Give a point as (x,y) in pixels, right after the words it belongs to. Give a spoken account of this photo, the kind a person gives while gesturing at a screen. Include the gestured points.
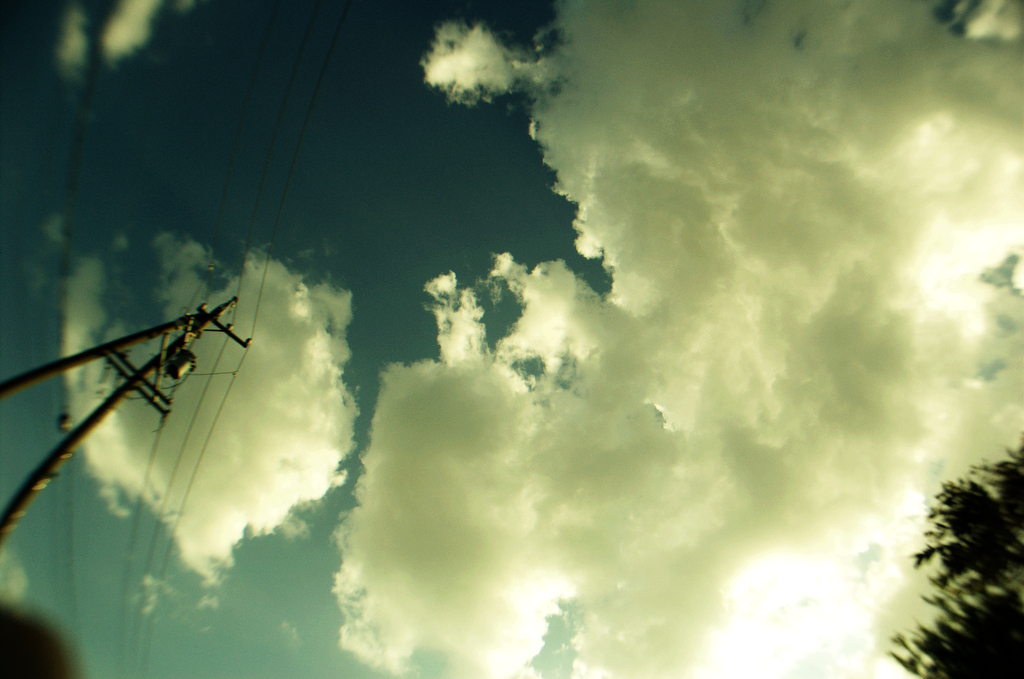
On the left side (189,358), there are poles (23,504) which are having electrical lines (245,119). On the right side (1001,567), there are trees (992,643). In the background (858,671), there are clouds (248,419) in the sky (439,117).
